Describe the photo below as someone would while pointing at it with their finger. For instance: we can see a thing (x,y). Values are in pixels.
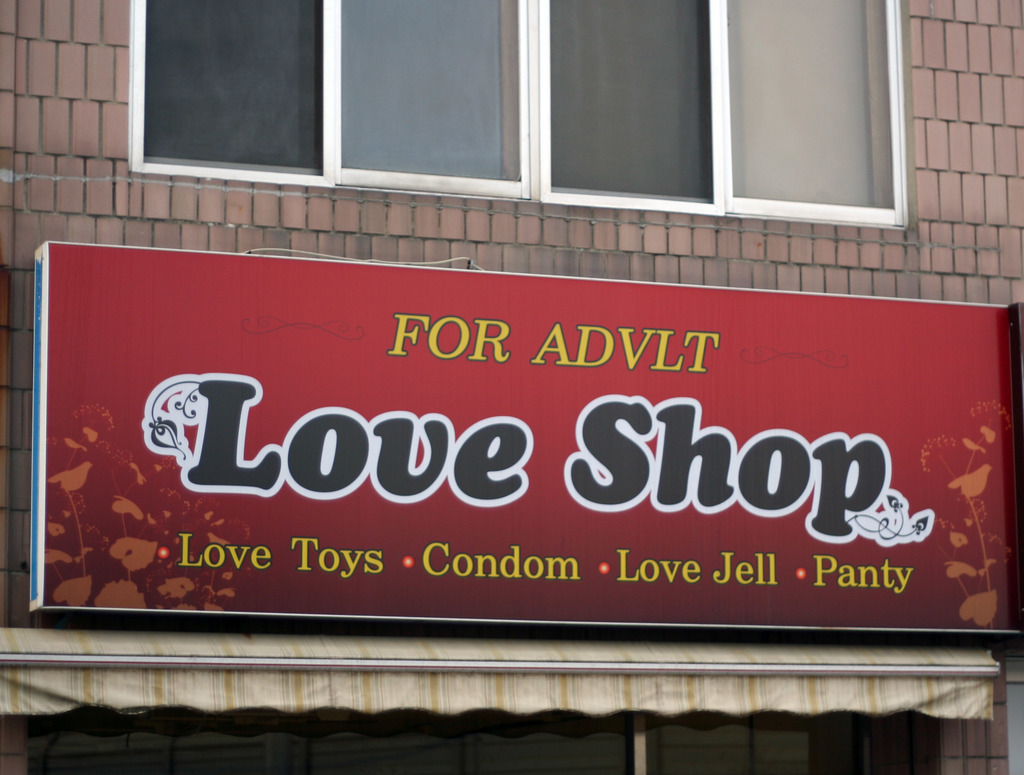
This image is taken outdoors. In this image there is a building (899,206) with a wall (885,238) and windows (437,103). In the middle of the image (437,445) there is a board (289,493) with a text (604,466) on it.
